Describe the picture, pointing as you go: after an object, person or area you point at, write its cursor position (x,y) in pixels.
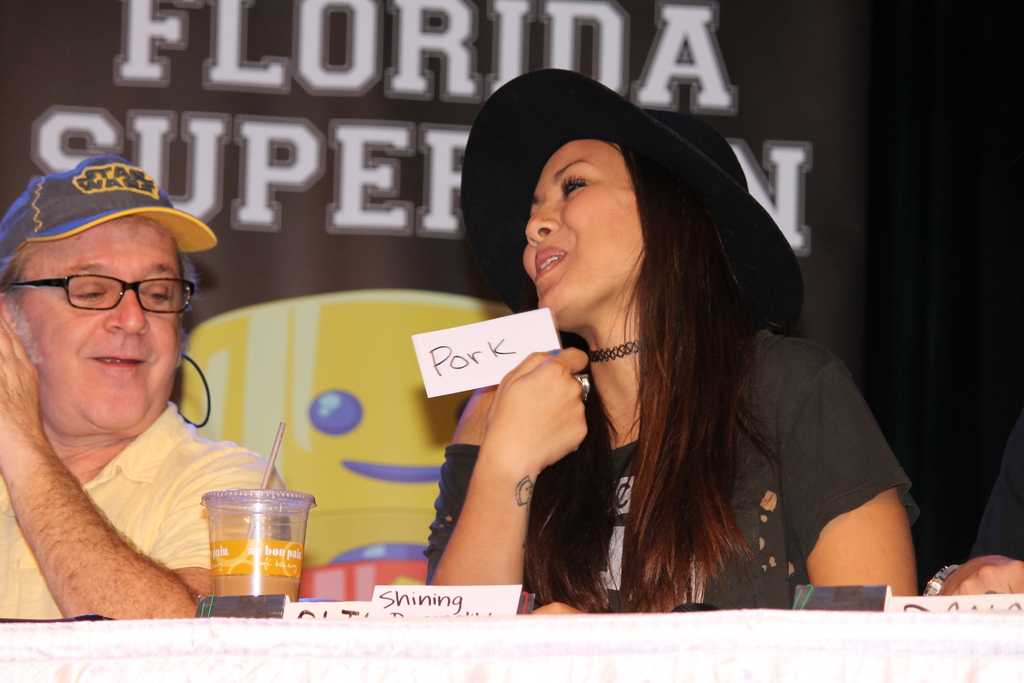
In this image there are three people (605,395) sitting, one of them is holding a paper (505,336) with some text (514,346) on it, in front of them there is a table (499,616) with some nameplates (376,607) and juice (273,573) on it. In the background (326,138) there is a banner (331,141) with some text (314,181) and an image (299,317) on it.
